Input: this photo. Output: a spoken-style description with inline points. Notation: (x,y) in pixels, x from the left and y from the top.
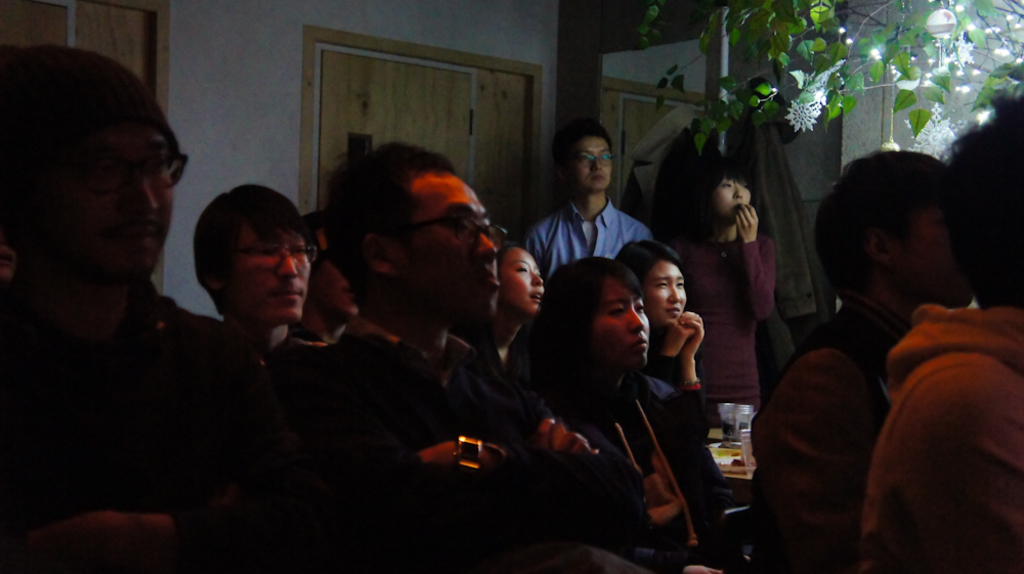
In this picture I can see number of people (541,249) and in the background (240,19) I see the wall (278,16) and on the right side of this image (783,25) I see the leaves (894,29) and the lights (1001,55) and I see few white color things (821,81).
